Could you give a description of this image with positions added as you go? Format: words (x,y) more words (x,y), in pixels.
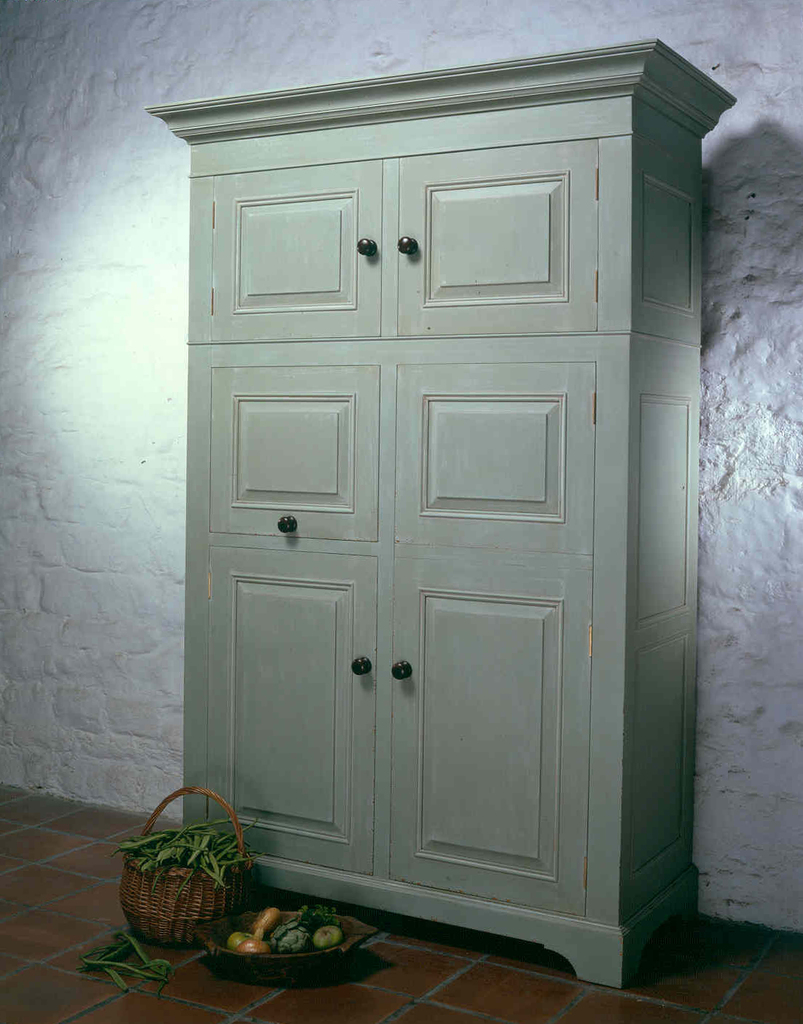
As we can see in the image there is a white color wall (117,468), almirah (438,513), basket (231,870) and vegetables (204,850).
